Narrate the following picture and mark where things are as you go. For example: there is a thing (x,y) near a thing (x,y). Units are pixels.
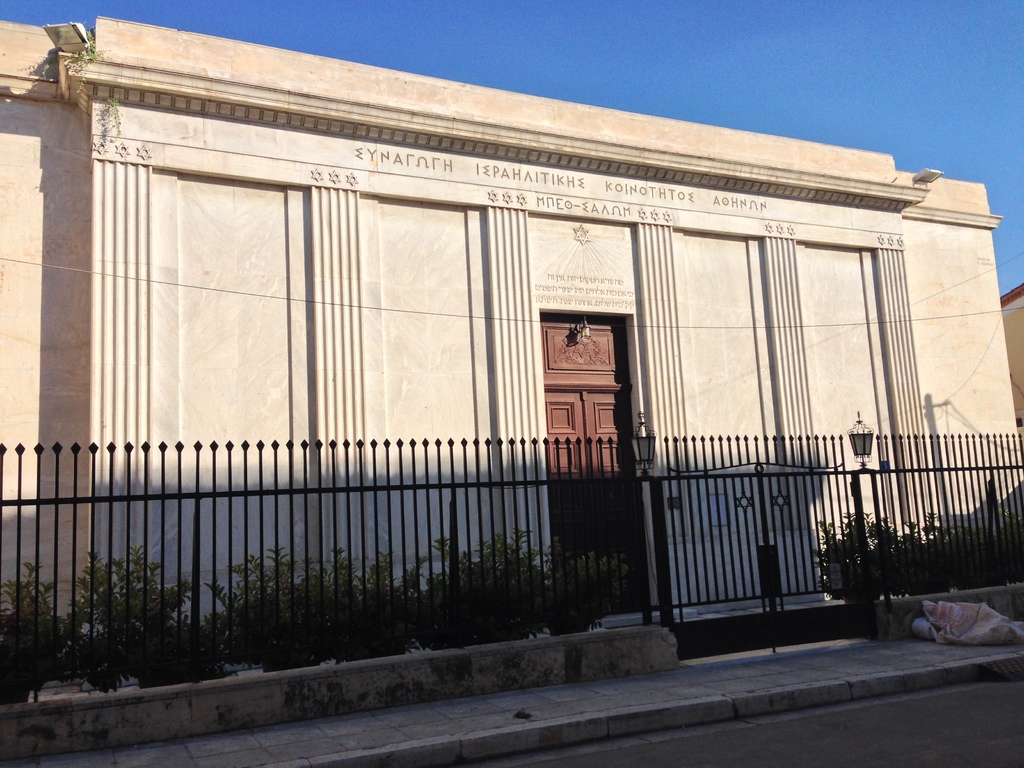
In the picture I can see building (479,229), around we can see fence (811,615) and some plants (300,616).
